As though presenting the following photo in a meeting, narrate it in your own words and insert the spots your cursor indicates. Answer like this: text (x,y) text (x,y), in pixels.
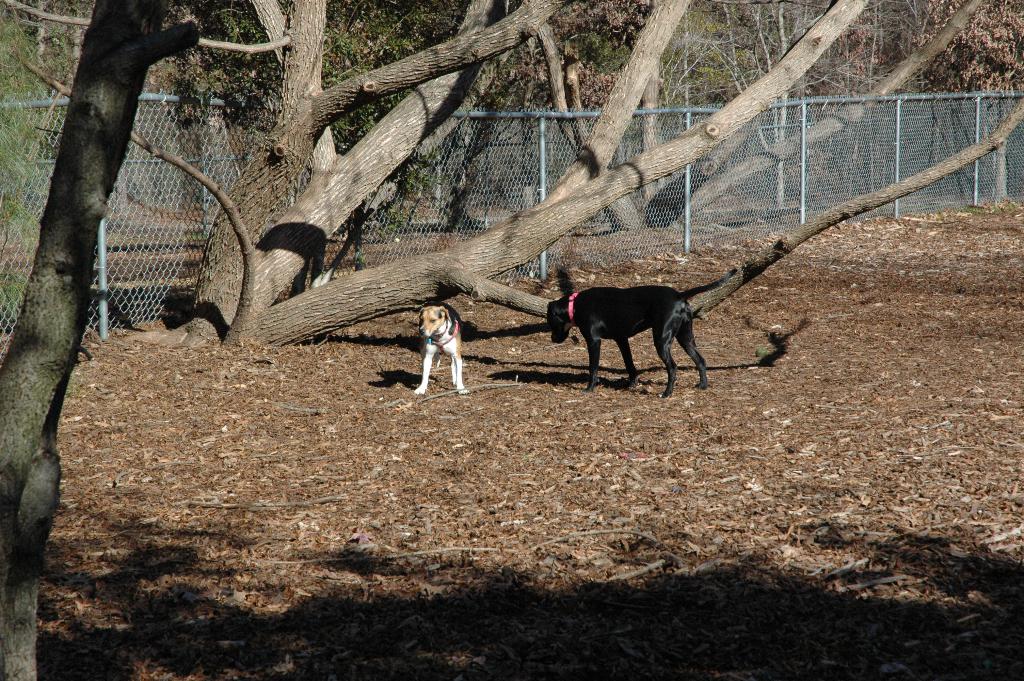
In this image there are dogs (638,330). In the background (508,187) there are trees (1007,125) and we can see a fence (913,145).
